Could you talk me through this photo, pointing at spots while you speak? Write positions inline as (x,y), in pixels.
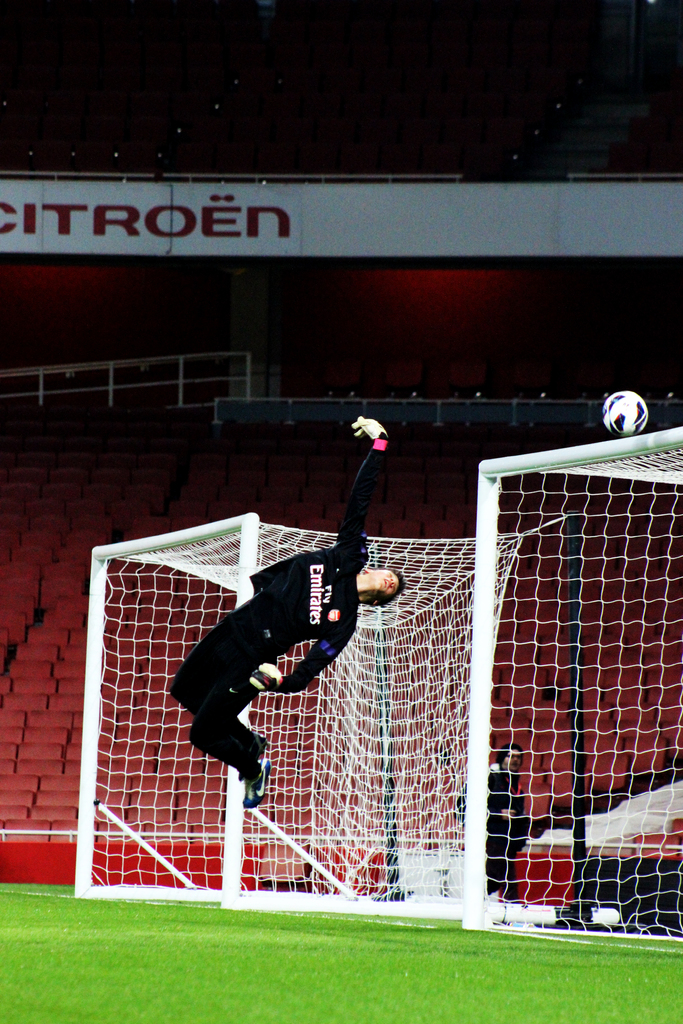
In this picture I can observe a man (273,635) in the middle of the picture (304,619). I can observe two goal posts (340,778) in this picture. On the right side (628,410) I can observe football (628,410). In the background (238,439) there is a stadium (118,419).
